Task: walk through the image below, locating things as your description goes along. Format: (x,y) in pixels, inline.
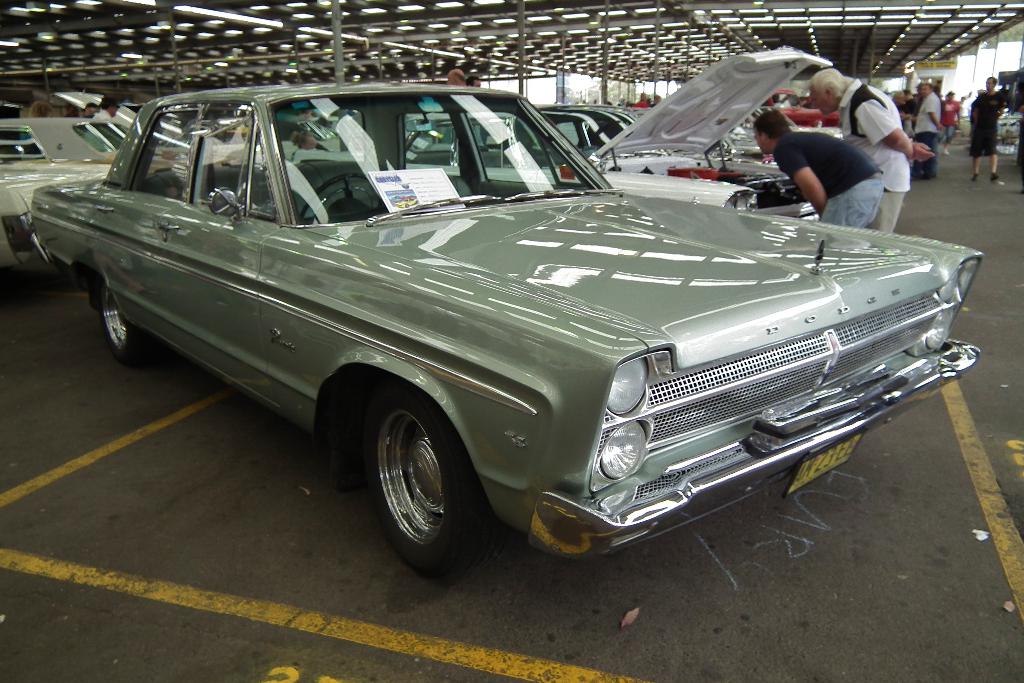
In this picture we can see vehicles (945,311) and people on the ground (48,321) and in the background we can see a roof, lights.
